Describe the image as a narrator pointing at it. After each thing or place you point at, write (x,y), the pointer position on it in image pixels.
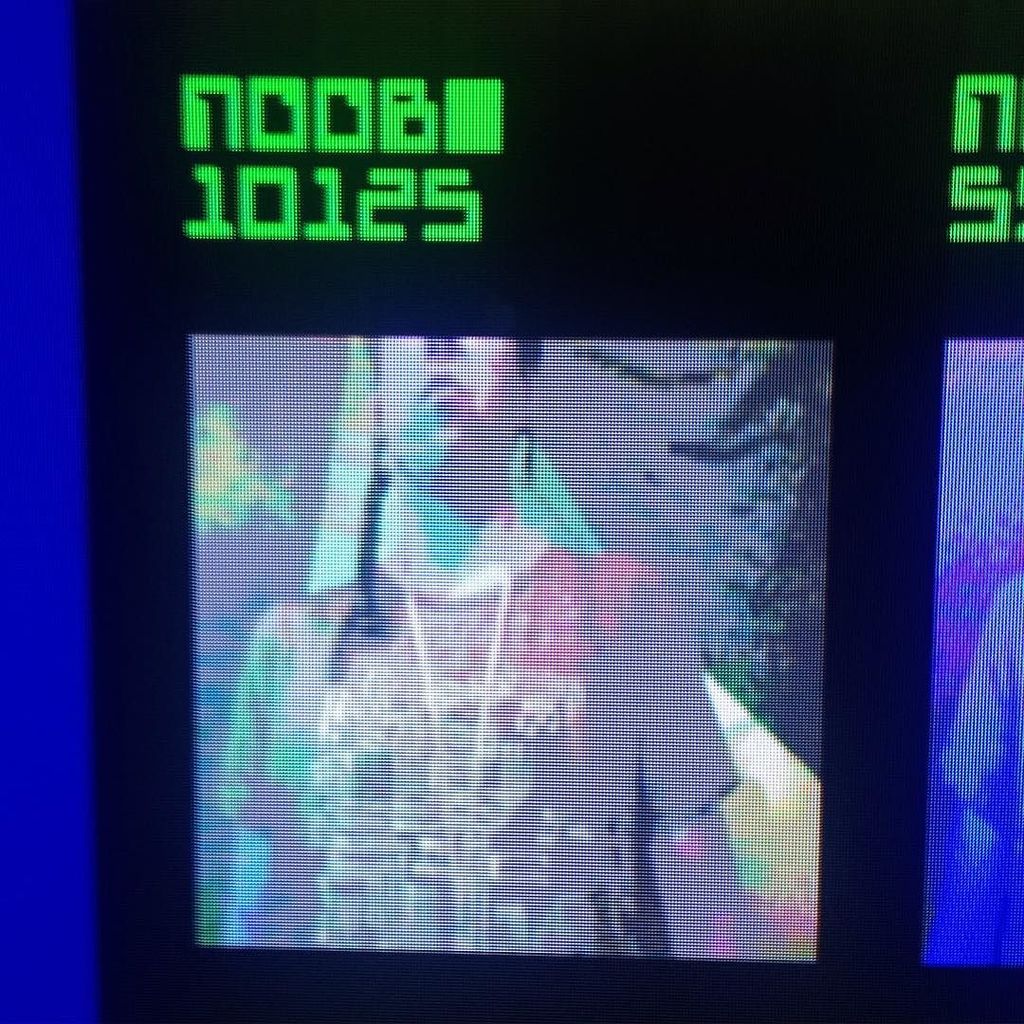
In this image we can see pictures (987,645) and some text (244,170) on the screen (449,320).
